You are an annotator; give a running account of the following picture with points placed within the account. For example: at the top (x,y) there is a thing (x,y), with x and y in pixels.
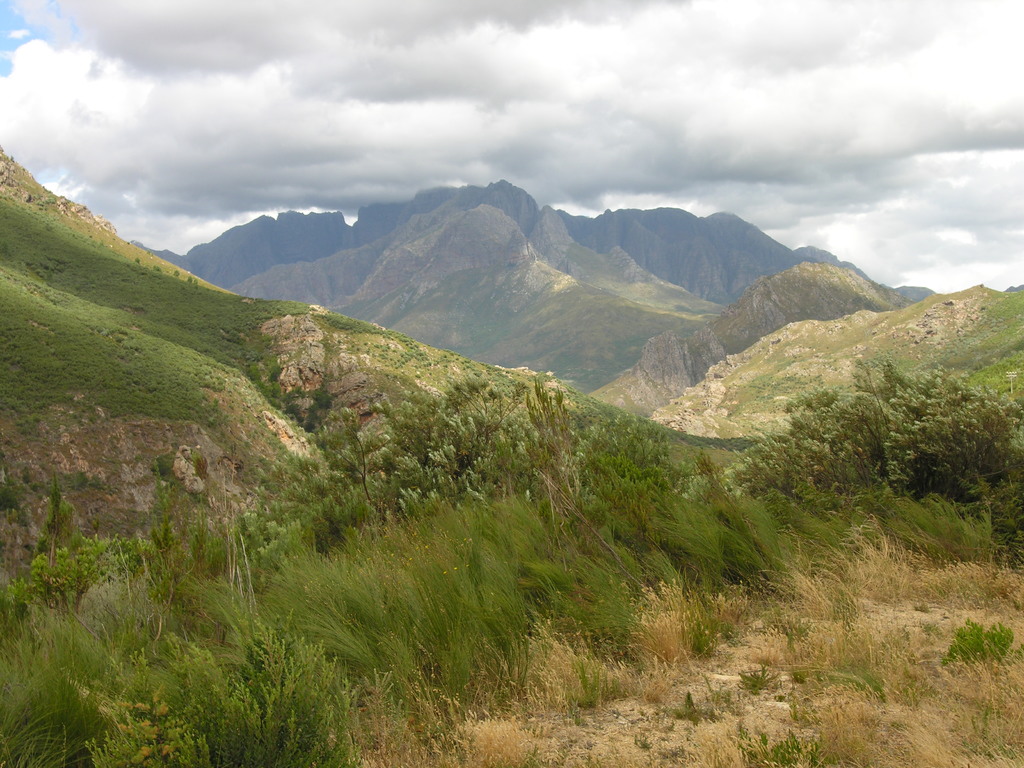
In this image, I can see the mountains (607,228). This is the grass (511,561). These are the trees (290,506). I can see the clouds (755,149) in the sky (466,104).
